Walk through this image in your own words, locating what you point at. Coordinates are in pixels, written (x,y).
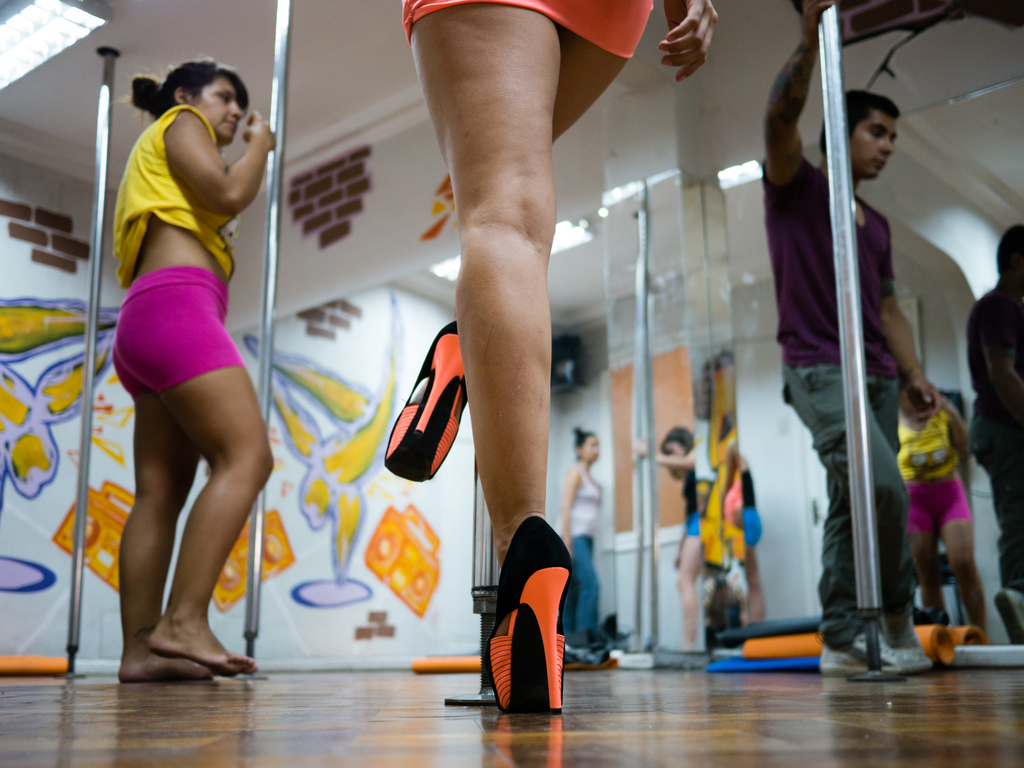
In the picture I can see the legs (581,78) of a woman (551,131) in the middle of the image (403,436). I can see a woman (192,288) on the left side (169,222). There is a man (826,383) on the right side (934,391) holding the stainless steel pole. In the background (311,575), I can see the painting (386,561) on the wall (324,563).
